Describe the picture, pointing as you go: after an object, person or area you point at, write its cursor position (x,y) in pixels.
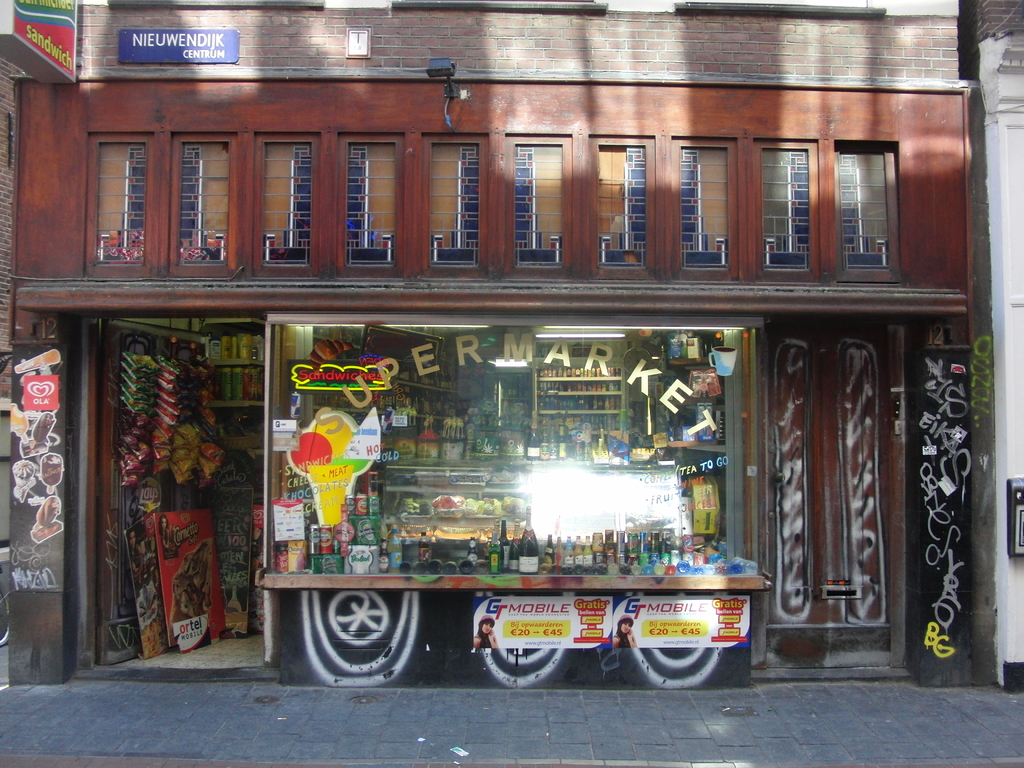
A picture of a store (605,615). In this image we can see bottles (527,554), boards (246,556), food packets (173,375), hoarding (43,41), racks (245,364) and things (443,479). Something written on the glass window (641,385).
